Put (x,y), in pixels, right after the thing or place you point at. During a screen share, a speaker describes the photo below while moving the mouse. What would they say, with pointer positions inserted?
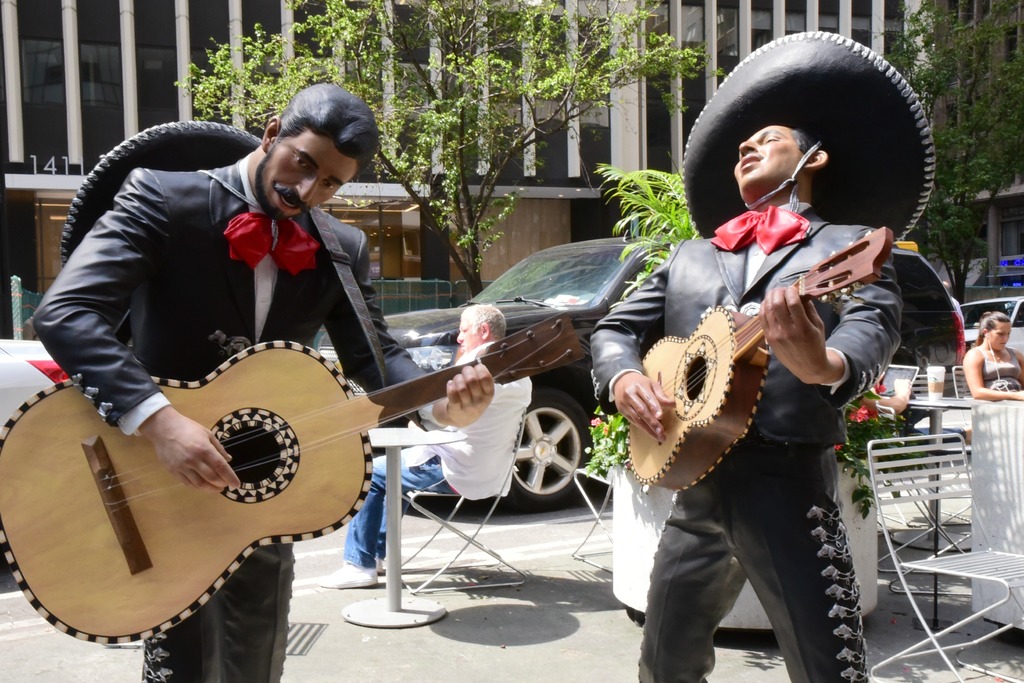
In the middle of the image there is a man (400,476) sitting on a chair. Behind there is a car (577,292). In the middle of the image (469,271) there is a tree (659,69), Behind there is a building (54,1). Top right side of the image (924,66) there is a tree (940,90). Bottom right side of the image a woman (1000,346) sitting on a chair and listening. Left side of the image (340,267) there is a man (319,118) playing guitar (350,420). Right side of the image (801,172) there is a man (681,573) playing guitar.
